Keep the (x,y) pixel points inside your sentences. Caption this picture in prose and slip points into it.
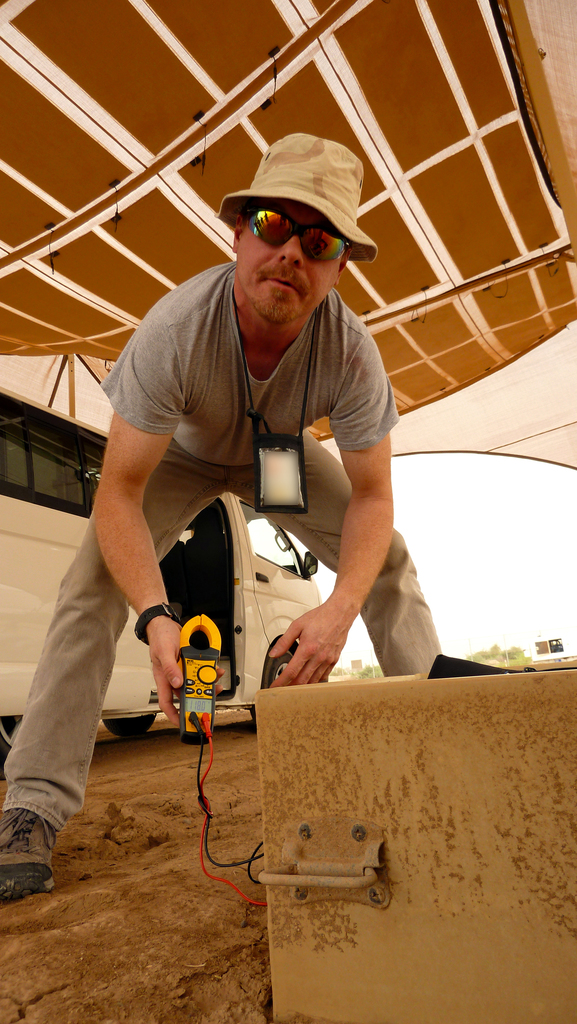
In this picture we can see a person (52,672) holding an object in his hand (156,652). There is a box (572,965) on the right side (396,972). A vehicle (234,638) is also visible at the back (11,691). We can see a few trees (479,654) and a board (546,646) in the background (539,642).
